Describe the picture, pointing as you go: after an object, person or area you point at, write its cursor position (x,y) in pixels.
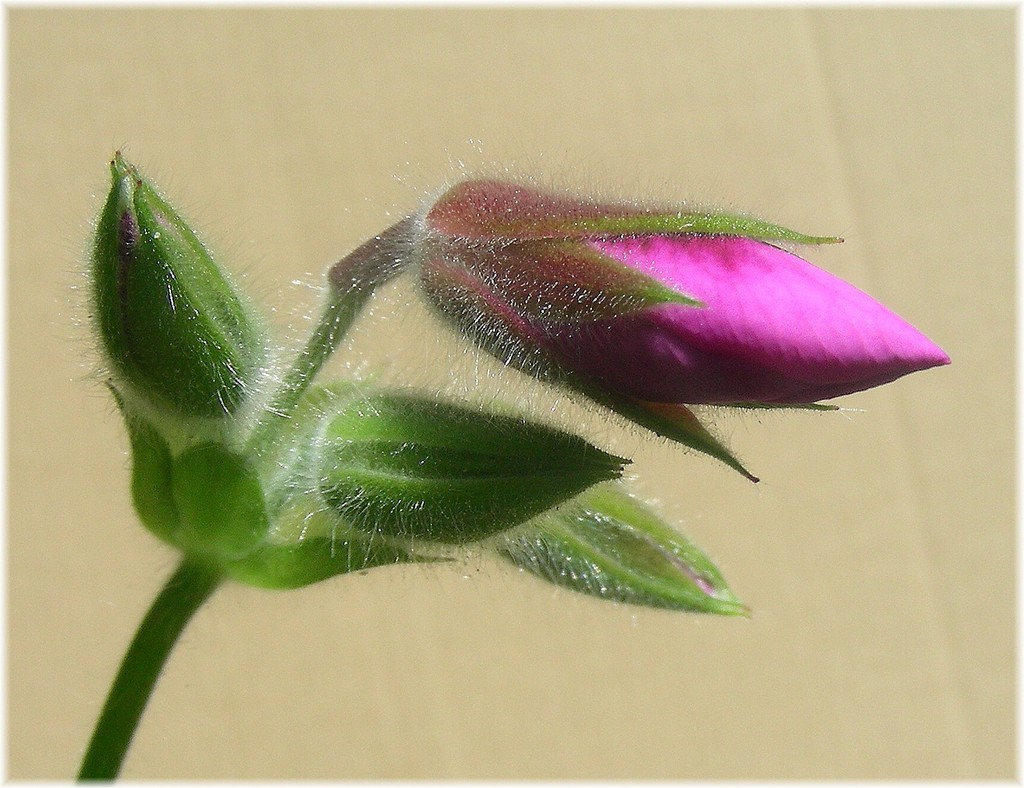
In the center of the image (553,491) we can see a stem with buds (178,286) and flower (603,345). In the background of the image (660,668) we can see the wall (660,635).
